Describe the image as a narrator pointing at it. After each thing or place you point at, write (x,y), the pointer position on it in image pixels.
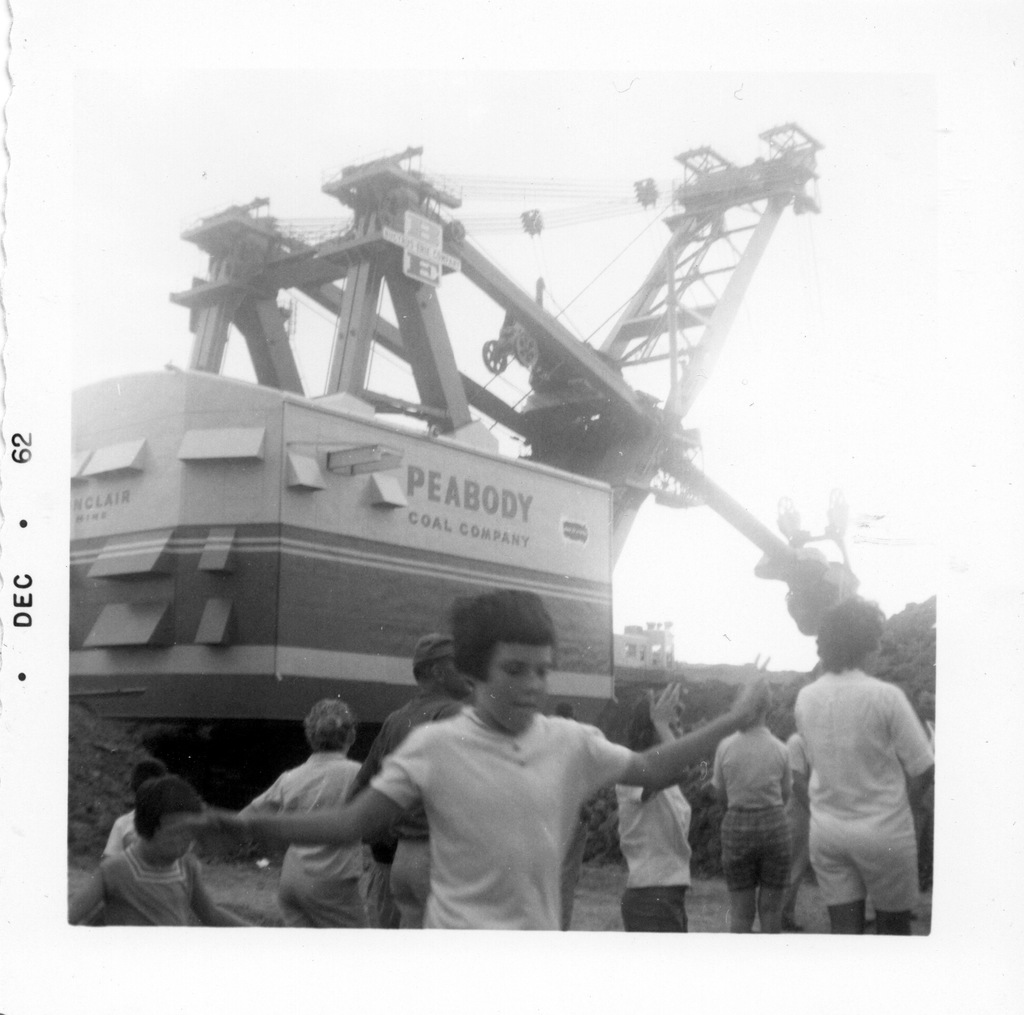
In this image there is a crane (662,281) and container (302,498). In the foreground (912,744) there are kids (387,773). The picture is a black white image.
